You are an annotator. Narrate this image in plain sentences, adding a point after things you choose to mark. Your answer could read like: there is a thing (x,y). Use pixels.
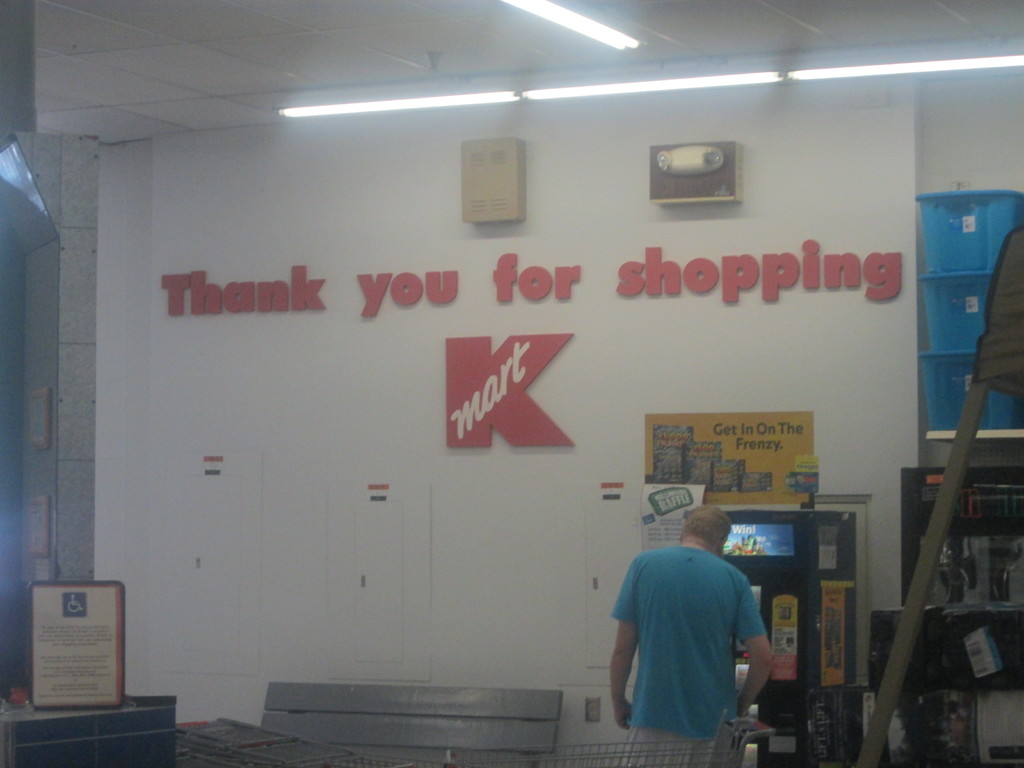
In this image we can see a person (668,737), cart (593,764), boards (701,454), vending machine (789,579), baskets (953,334), lights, ceiling (824,34), wall (325,193), posters (672,524), and other objects (362,588).
